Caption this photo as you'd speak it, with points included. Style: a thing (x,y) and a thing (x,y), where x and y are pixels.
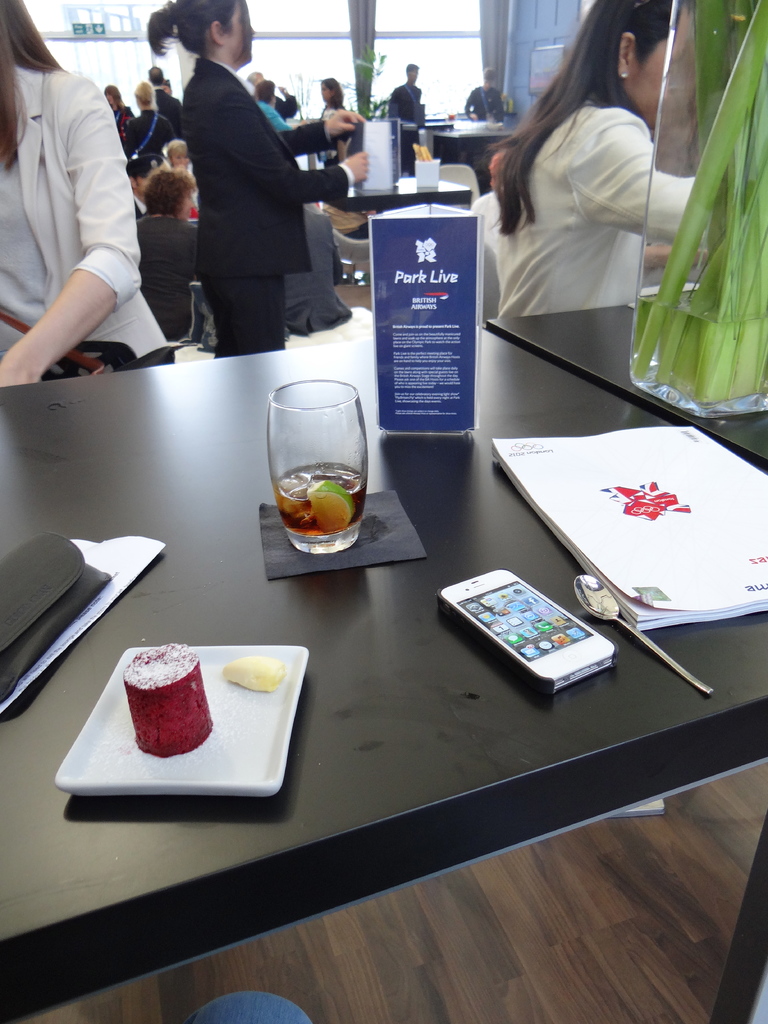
The black table (458,451) consists of a park live brochure (445,351), book (703,525), spoon (613,613), i-phone (530,608), black purse (59,559) and a drink (358,467) and there are group of people (291,187) sitting in the background (314,179).
